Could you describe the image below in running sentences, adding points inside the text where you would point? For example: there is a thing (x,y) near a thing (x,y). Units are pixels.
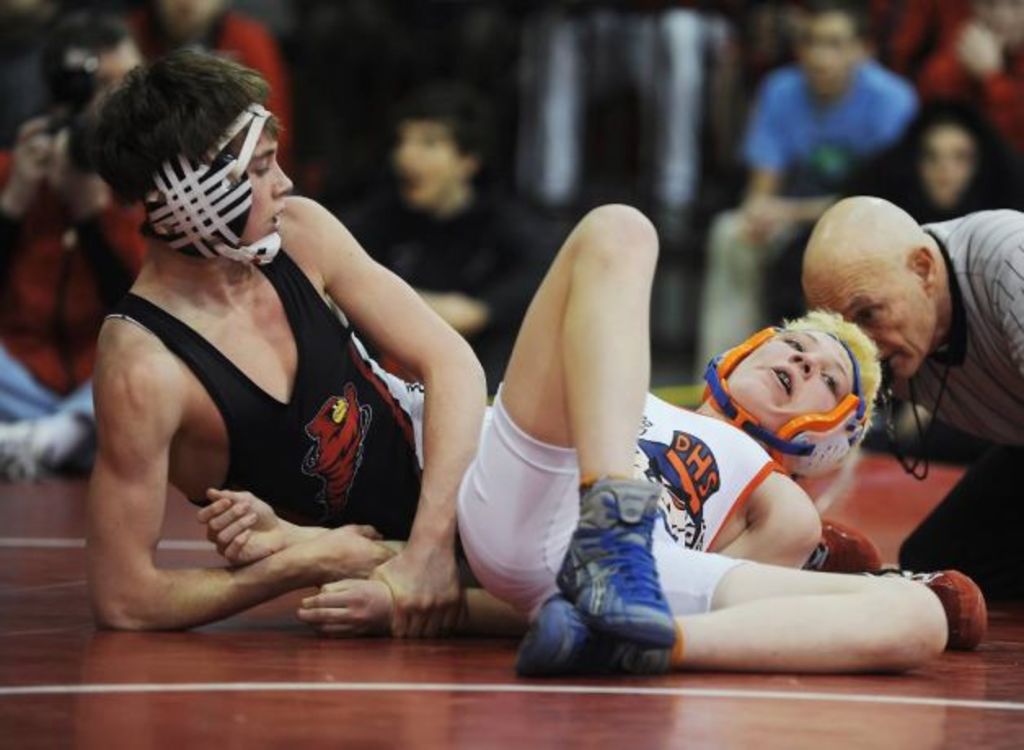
In the image we can see three people (518,542), wearing clothes (540,538) and two of them are wearing shoes (854,558). Here we can see a red mat (211,694) and white lines (222,692) on it. In the background (499,207), we can see there are people (557,109) and the background (466,204) is blurred.
